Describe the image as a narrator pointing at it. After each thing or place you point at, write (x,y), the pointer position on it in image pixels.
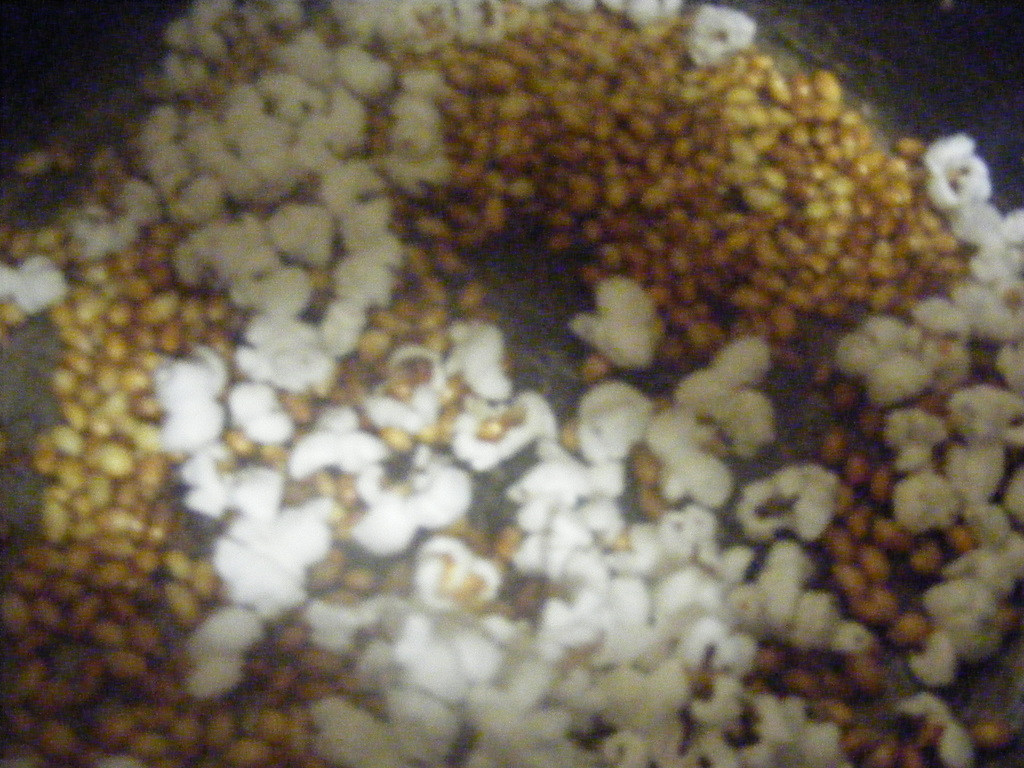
In the center of the image (483,388) there are popcorns (553,497) in the bowl (31,34).
